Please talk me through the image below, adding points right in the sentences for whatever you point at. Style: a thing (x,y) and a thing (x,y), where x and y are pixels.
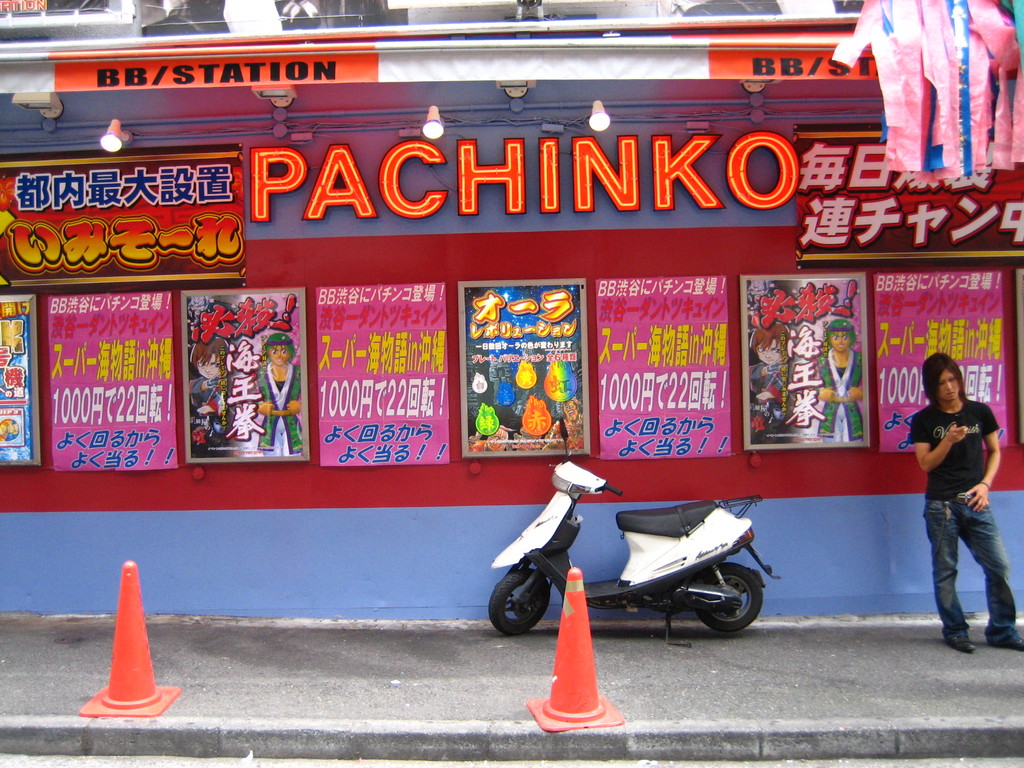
In this image we can see a person (965,468) holding an object (961,425) in his hand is standing on the ground (911,649). In the foreground of the image (724,586) we can see a motorcycle (672,560) and some cones (587,715) placed on the ground (682,681). In the center of the image (516,411) we can see some photo frames (280,360) and sign boards (872,156) with text (634,283). In the background (606,116), we can see some lights (31,107) and some ribbons (925,73).
